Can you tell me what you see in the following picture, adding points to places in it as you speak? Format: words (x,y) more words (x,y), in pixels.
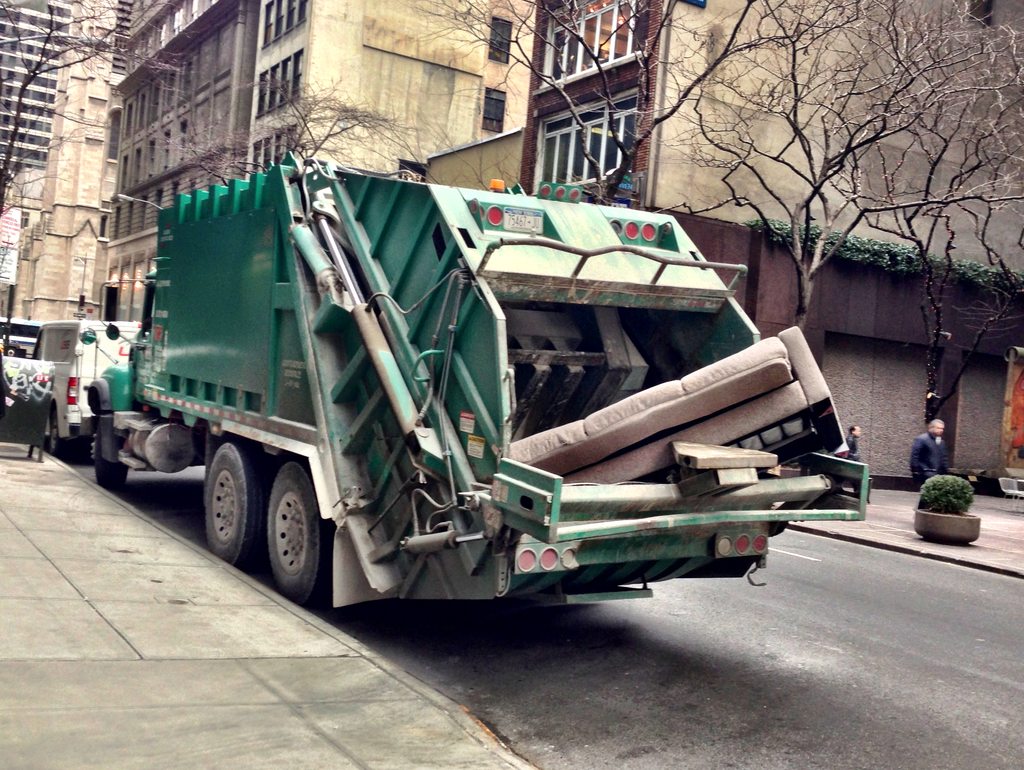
In this image in the center (362,358) there are vehicles (243,349). In the background (226,89) there are buildings (245,84), trees (802,36), and on the right side (936,441) there are persons (924,465). On the left side (31,403) there is a box (34,422) on the footpath (44,504).
